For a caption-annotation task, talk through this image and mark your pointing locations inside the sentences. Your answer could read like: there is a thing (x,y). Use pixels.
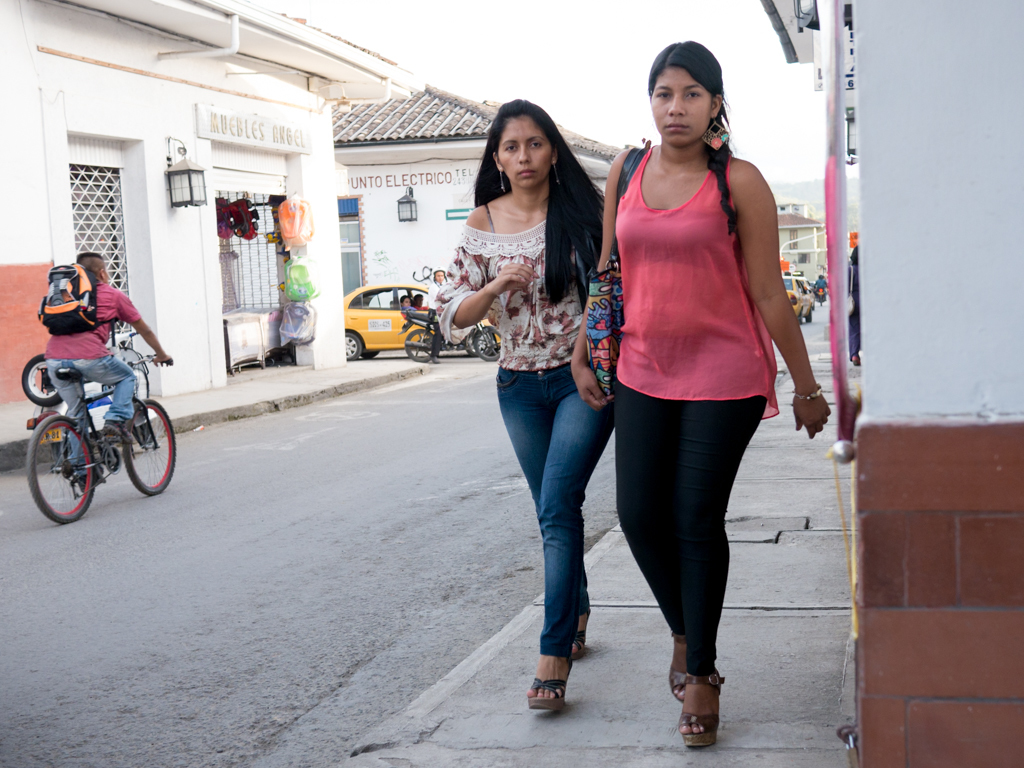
In this image, there are a few people (164,359). Among them, some people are riding motorcycles (429,325). We can see a few vehicles (802,320) and a bicycle (126,460). We can see the ground (458,576). We can also see some objects (302,202) attached to one of the buildings (331,295). We can see some boards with text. We can also see the sky (762,32).
